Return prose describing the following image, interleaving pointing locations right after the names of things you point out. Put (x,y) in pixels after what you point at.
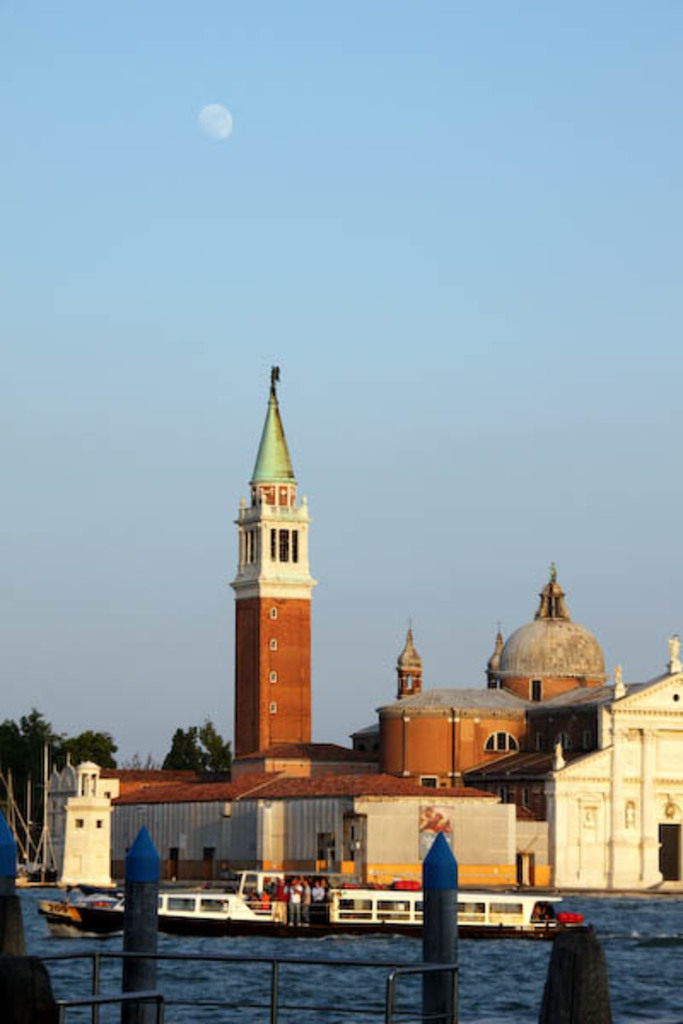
In this image in the center (302,672) there are some buildings (333,763), tower (297,719) and some trees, and at the bottom (650,927) there is a river (614,920) and in the river (639,927) there is a ship (361,906). In the ship (232,906) there are some people (294,899), and at the bottom of the image (132,968) there are some rods (447,963), and at the top (259,243) there is sky (402,520).
